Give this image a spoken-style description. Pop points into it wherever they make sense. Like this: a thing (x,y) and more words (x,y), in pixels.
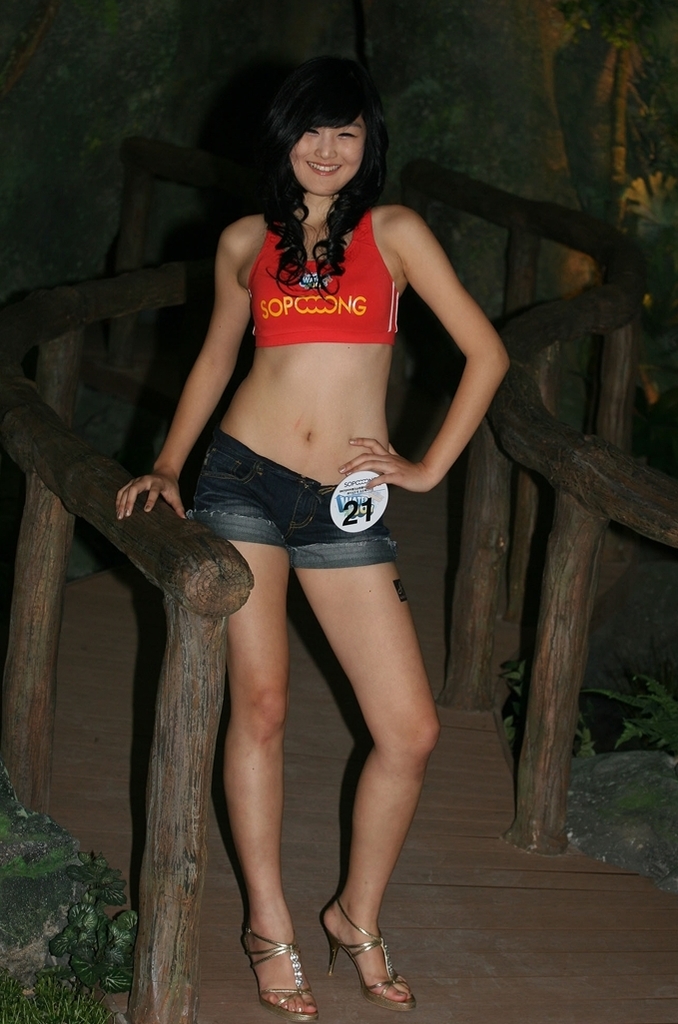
In this picture we can see a woman (290,517) is standing and smiling, at the left bottom (98,898) there are some plants (104,860), we can see wood (178,709) on the left side (182,694), there is a dark background (601,107).
